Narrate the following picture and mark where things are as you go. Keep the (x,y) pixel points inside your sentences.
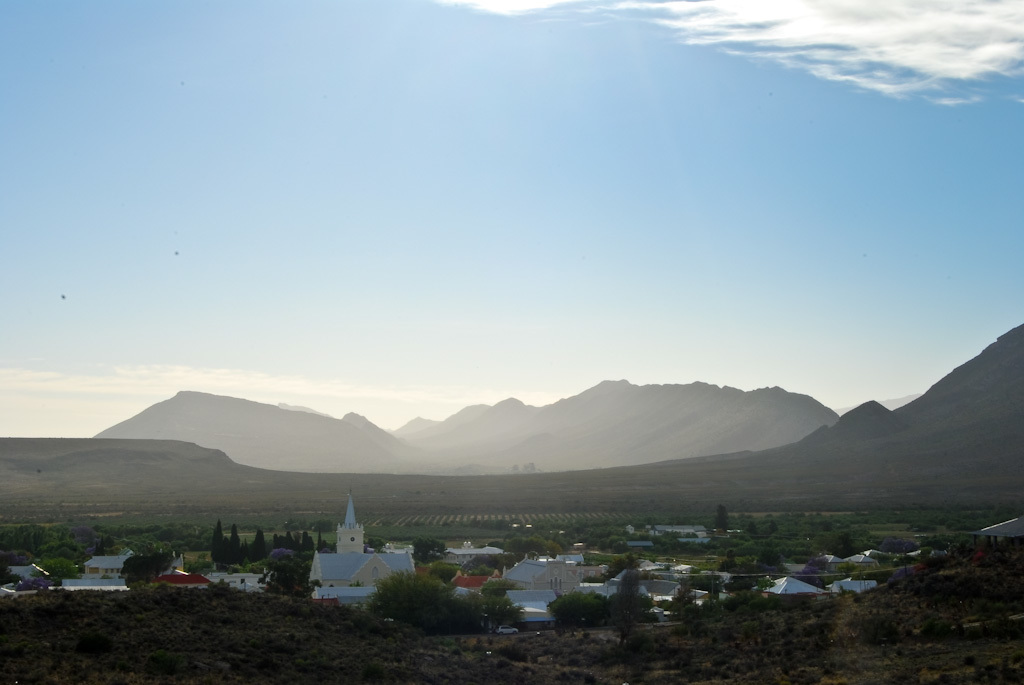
In this image, we can see the sky (704,218) and hills (491,422). At the bottom of the image (445,669), we can see few houses (461,593), trees (431,591) and ground (975,619).
